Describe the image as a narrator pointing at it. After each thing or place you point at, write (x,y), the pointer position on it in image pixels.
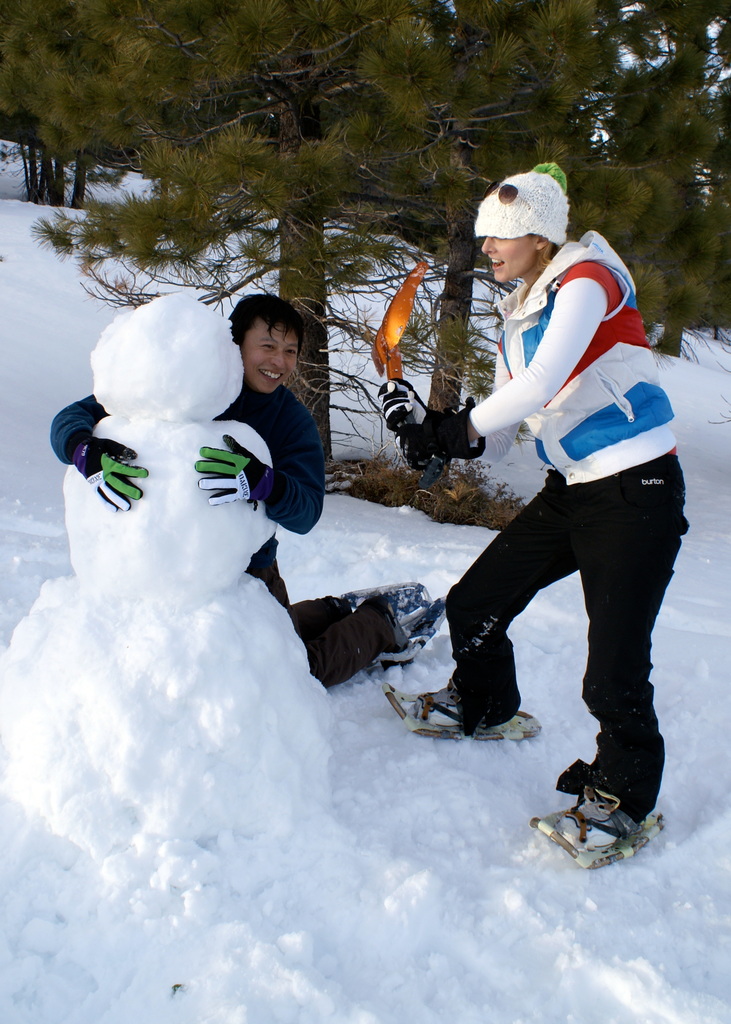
Here in this picture we can see a couple of people (405,442) on the ground (558,607), which is fully covered with snow (335,548) over there and the person (294,530) on the left side (232,479) is holding a doll (155,464), which is prepared with snow (157,600) present in front of him and we can see both of them are wearing jackets (292,466) and gloves (249,472) and snowshoes (388,650) on them and behind them we can see trees (299,176) present all over there.
